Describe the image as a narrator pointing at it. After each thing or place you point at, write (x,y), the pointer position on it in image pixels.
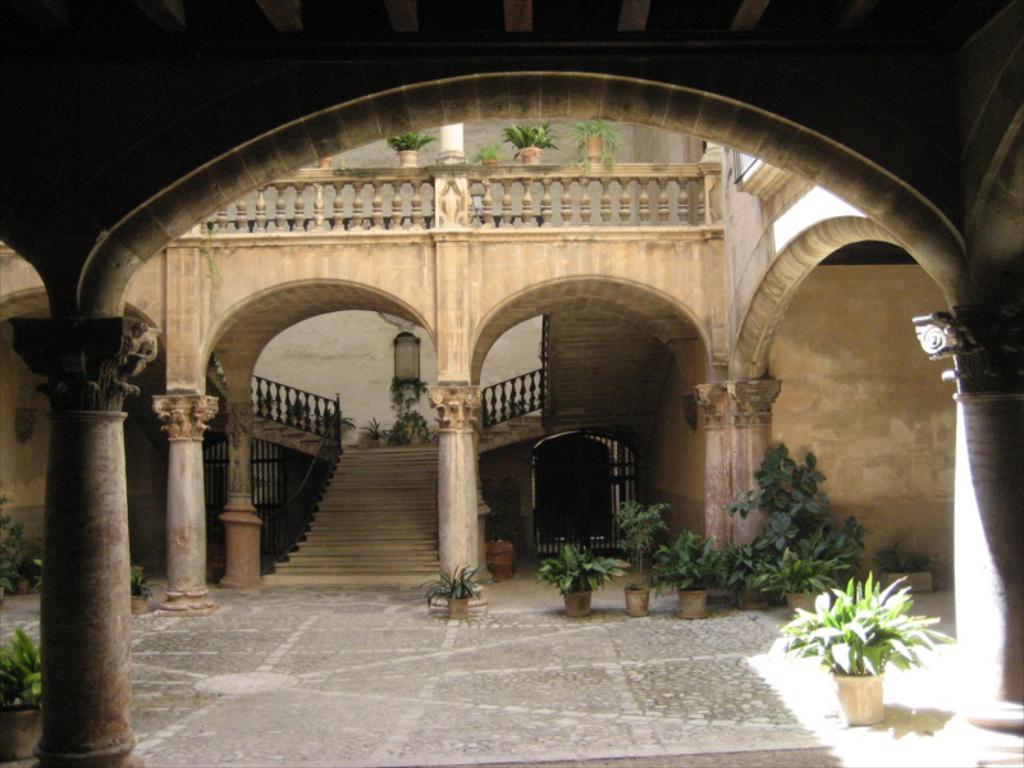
In this image I can see the building (443,442), few stairs (368,509), railing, pillars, wall (388,345) and few flower pots (632,609).
